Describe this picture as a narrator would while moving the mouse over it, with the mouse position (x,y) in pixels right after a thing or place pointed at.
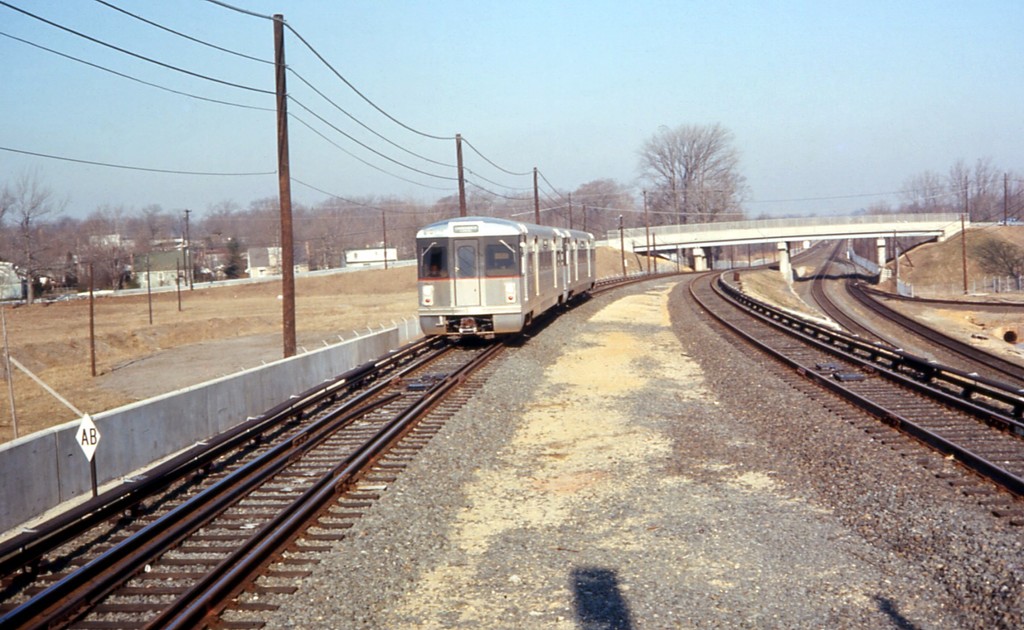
In this image I can see a train (540,273) on a railway track (355,431). There are electric poles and wires (469,171) on the left (263,95). There is a bridge (633,232) at the back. There are trees (556,201) at the back (33,253) and sky (636,185) at the top (851,23).
